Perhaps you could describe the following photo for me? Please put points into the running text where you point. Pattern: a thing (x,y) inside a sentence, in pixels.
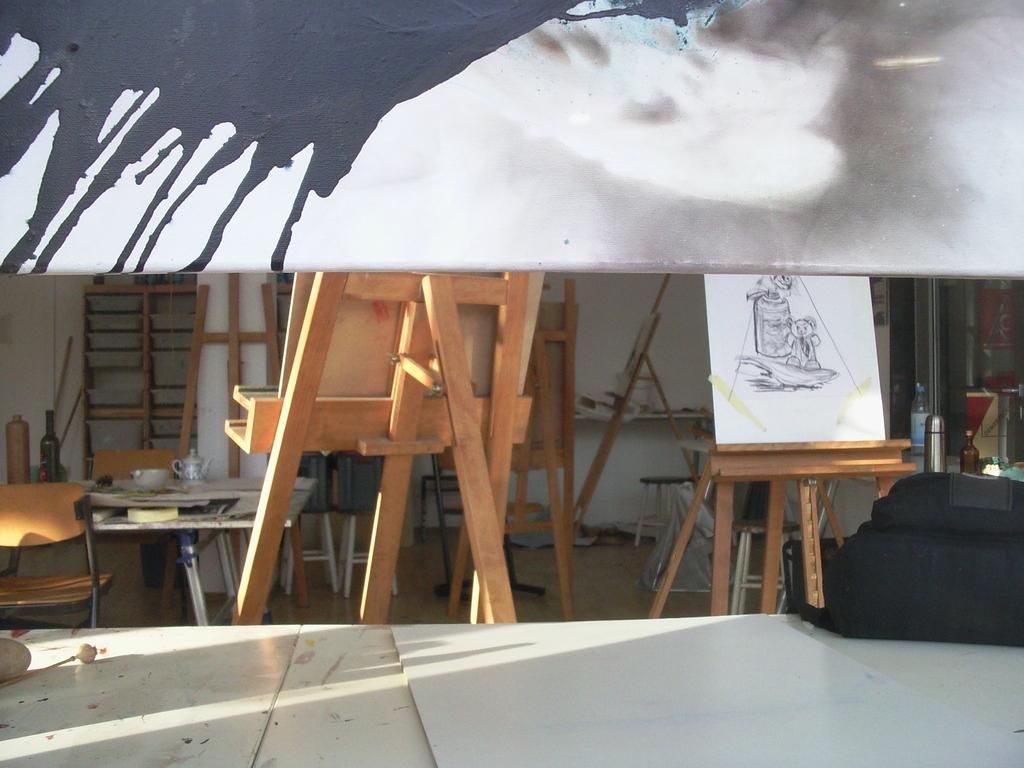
In this picture we can see few bottles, bag (879,555), bowl (165,479) and other things (118,490) on the tables (207,674), in the background (504,584) we can find few painting boards (366,359), and also we can see a painting (760,350) on the paper (785,363).
